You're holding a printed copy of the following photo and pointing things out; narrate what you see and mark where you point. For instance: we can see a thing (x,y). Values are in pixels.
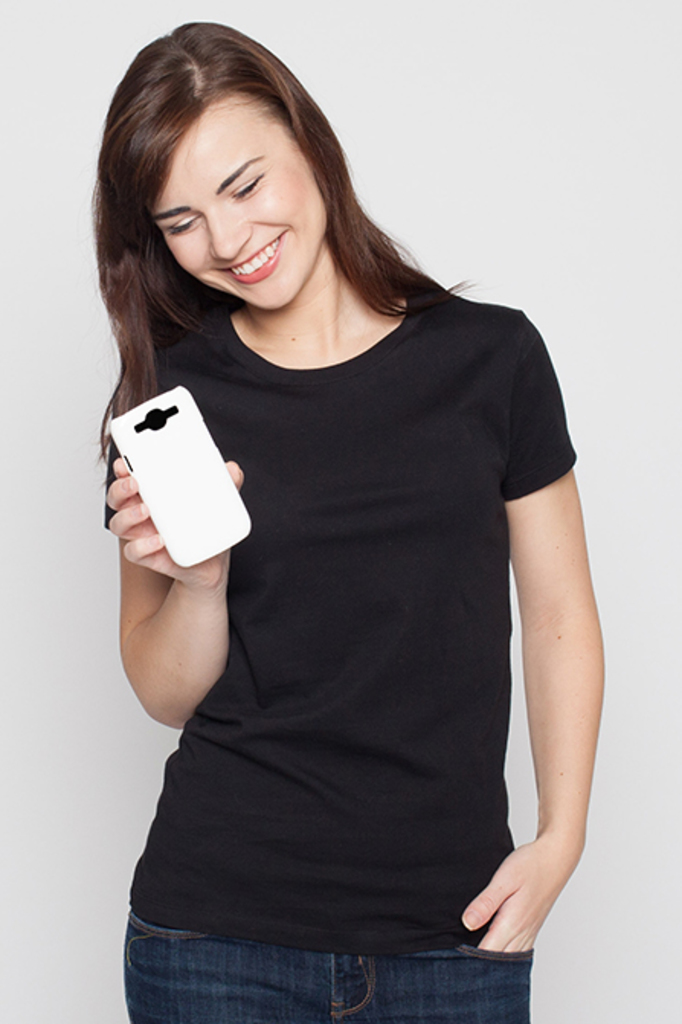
In this picture there is a girl (552,695) in the center of the image (427,430), by holding a phone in her hand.
